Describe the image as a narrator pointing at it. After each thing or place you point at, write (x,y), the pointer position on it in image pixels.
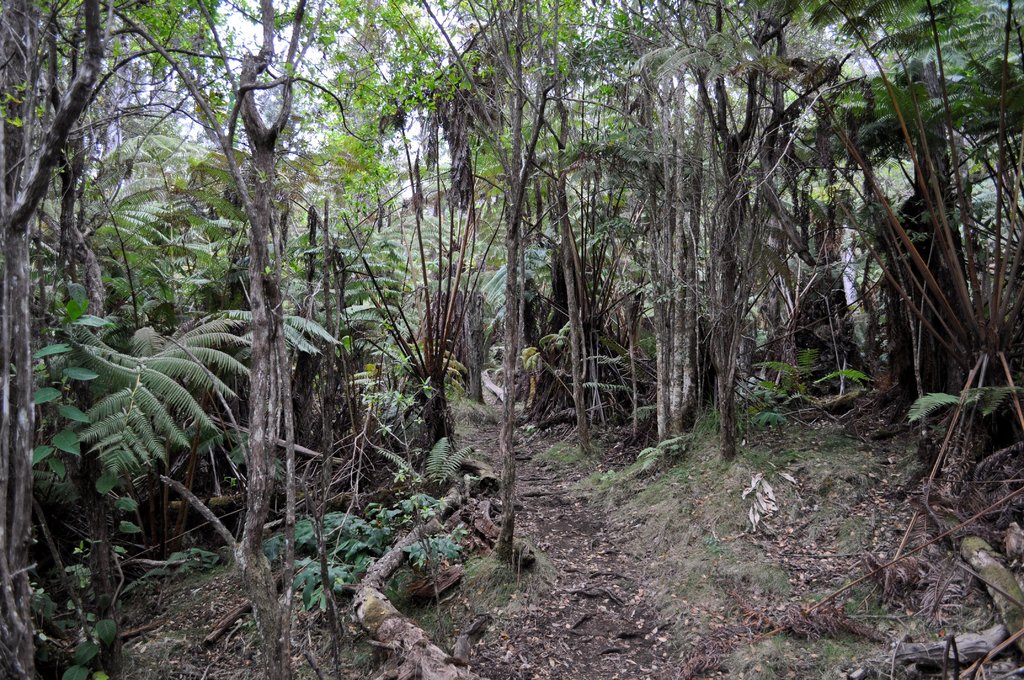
In the picture we can see the forest (915,210) with the muddy surface (632,585), plants (352,315) and trees (261,274) and from the trees (317,251) we can see the part of the sky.
